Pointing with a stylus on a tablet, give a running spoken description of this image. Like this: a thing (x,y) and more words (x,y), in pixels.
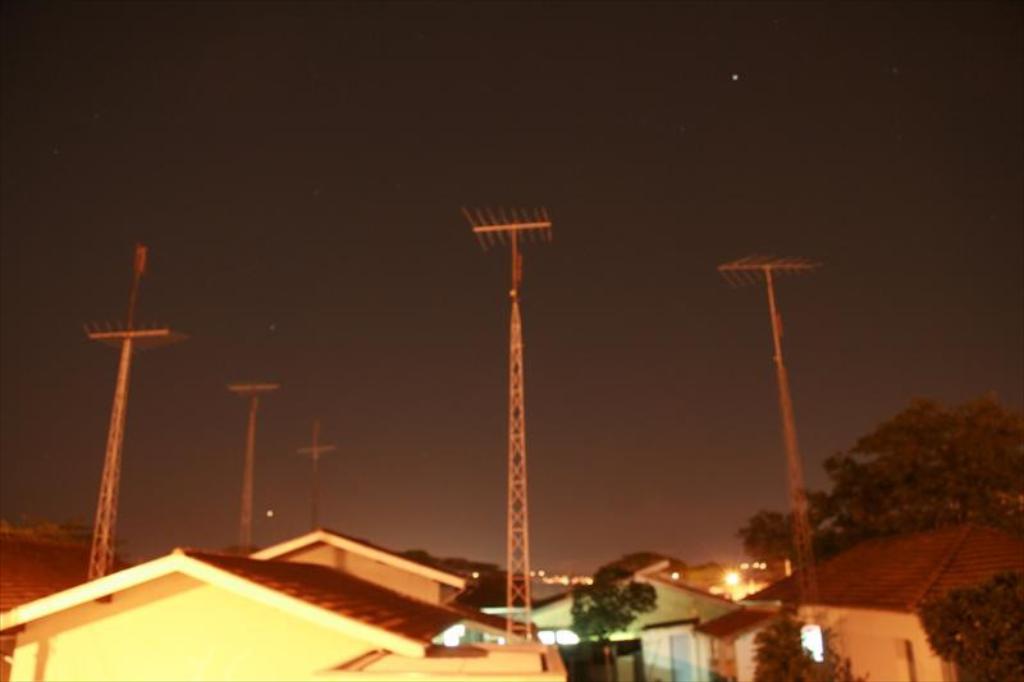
In the image we can see there are many buildings (800,611) and trees (634,562), these are the antennas (523,401), light (734,582) and a sky (405,136). We can even see the stars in the sky (842,74).
